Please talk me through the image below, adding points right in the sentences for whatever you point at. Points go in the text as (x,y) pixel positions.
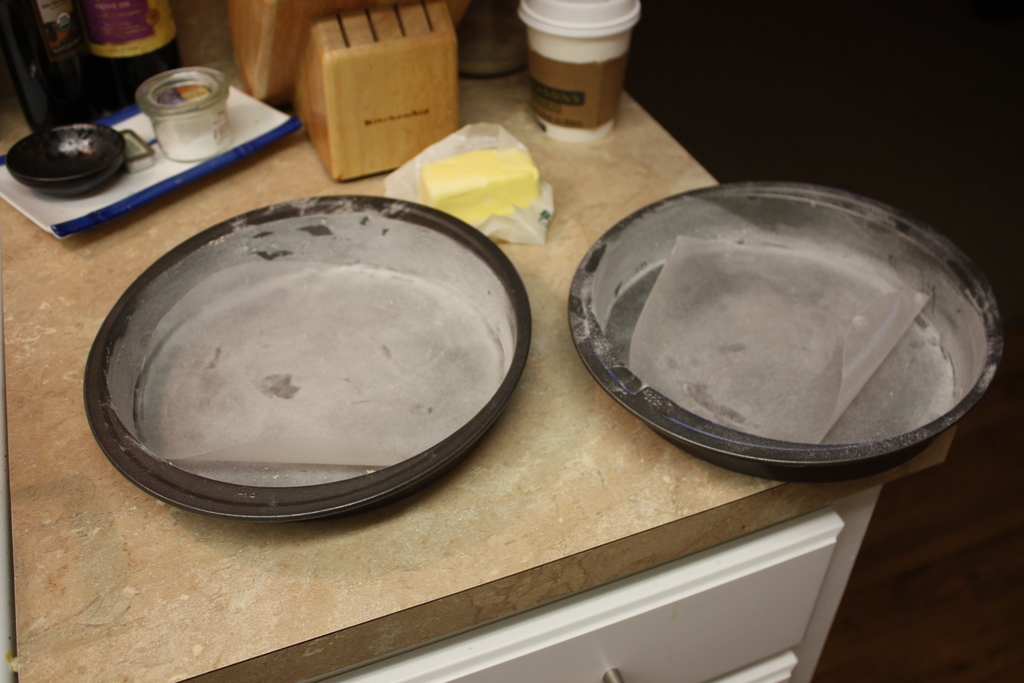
In this image, we can see a black cake pans (909,348) is dusting with powder (479,359). Here we can see a butter paper (703,379) in the pans (940,370). Top of the image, we can see few objects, butter (481,200), some items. These items (497,198) are placed on the table (552,580). At the bottom (687,639), we can see a cupboards (668,644).
